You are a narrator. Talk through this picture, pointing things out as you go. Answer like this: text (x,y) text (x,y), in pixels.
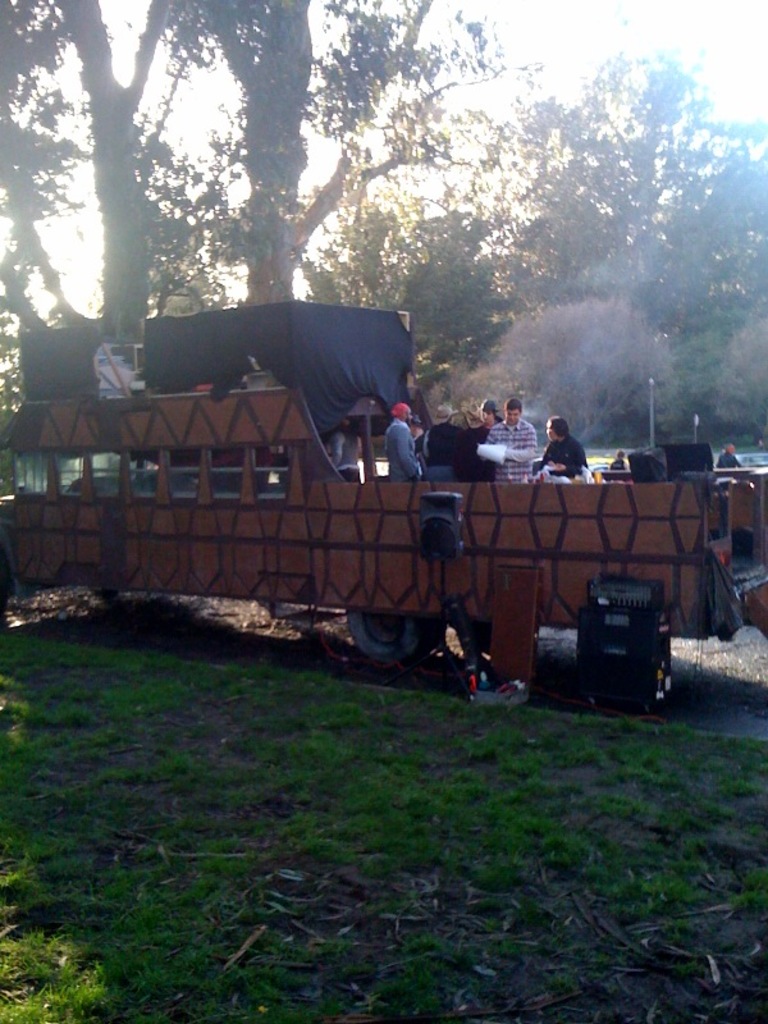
In this image there is a vehicle (351,514). There are people (433,440) standing on the vehicle (328,385). There are many objects (122,361) on the vehicle (256,392). At the bottom (232,847) there is grass (206,838) on the ground (290,809). Behind the vehicle (131,501) there are trees (310,269). At the top (603,6) there is the sky (515,65).
